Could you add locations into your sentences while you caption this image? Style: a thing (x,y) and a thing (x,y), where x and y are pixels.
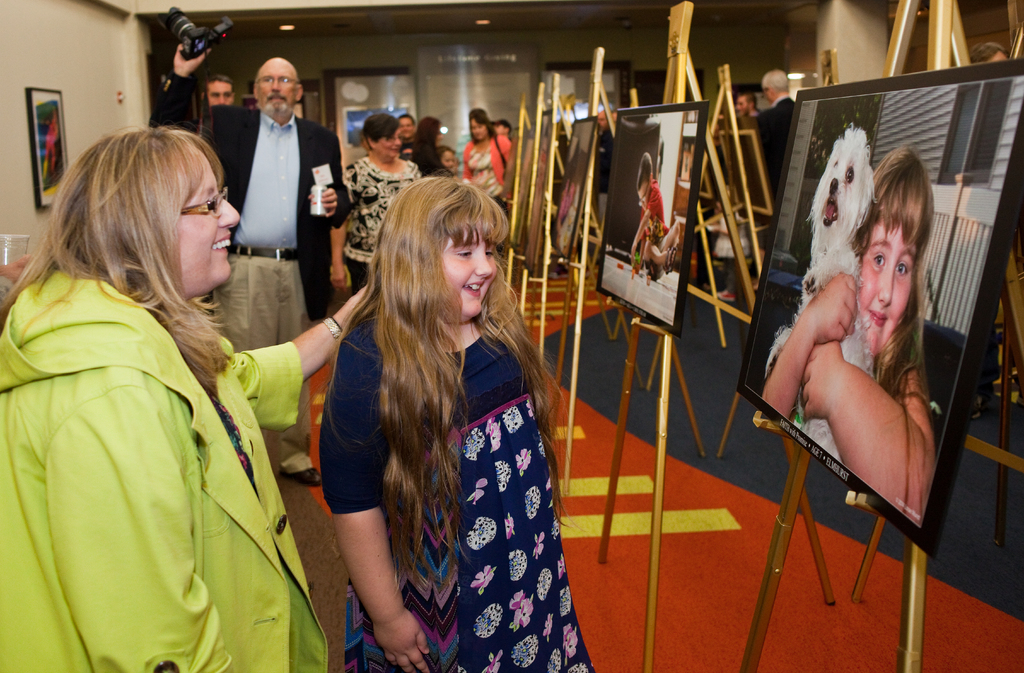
This picture shows few people (505,220) standing and we see photo frames (662,246) and people (334,199) watching them and a man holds a camera (204,46) in his hand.
